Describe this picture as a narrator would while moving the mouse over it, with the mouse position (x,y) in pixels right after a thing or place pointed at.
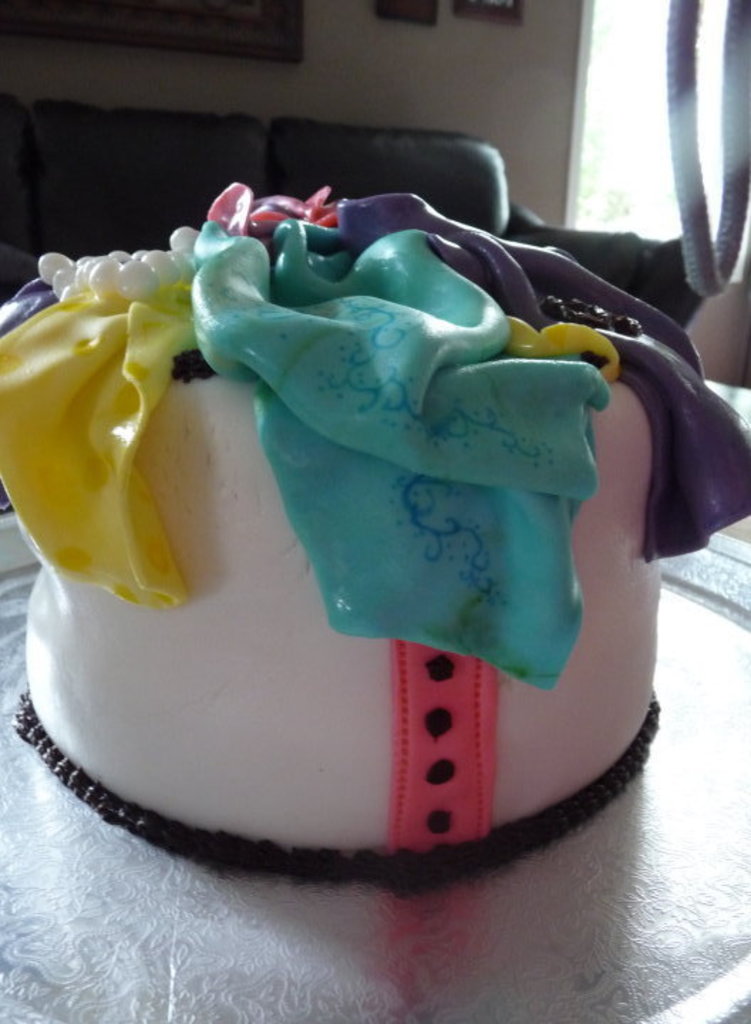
In this image we can see cake (349,629) in the plate (688,882). In the background (101,212) we can see couch (195,183), frames (243,44) on the wall (309,73), window (588,209) and objects (699,233).
